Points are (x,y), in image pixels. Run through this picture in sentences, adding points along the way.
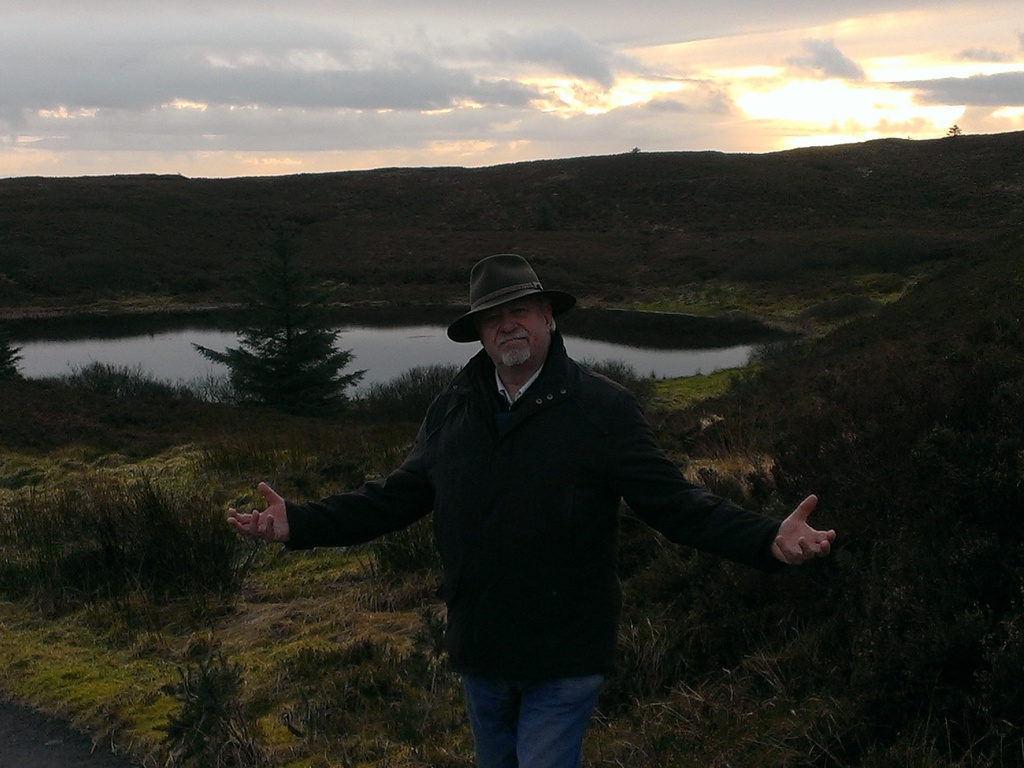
In this image I can see a person (528,465) wearing black and blue colored dress (526,534) and black colored hat (489,280) is standing. In the background (347,672) I can see the ground (315,590), few plants (230,562) which are green in color, the water (412,353) and the sky (398,47).
